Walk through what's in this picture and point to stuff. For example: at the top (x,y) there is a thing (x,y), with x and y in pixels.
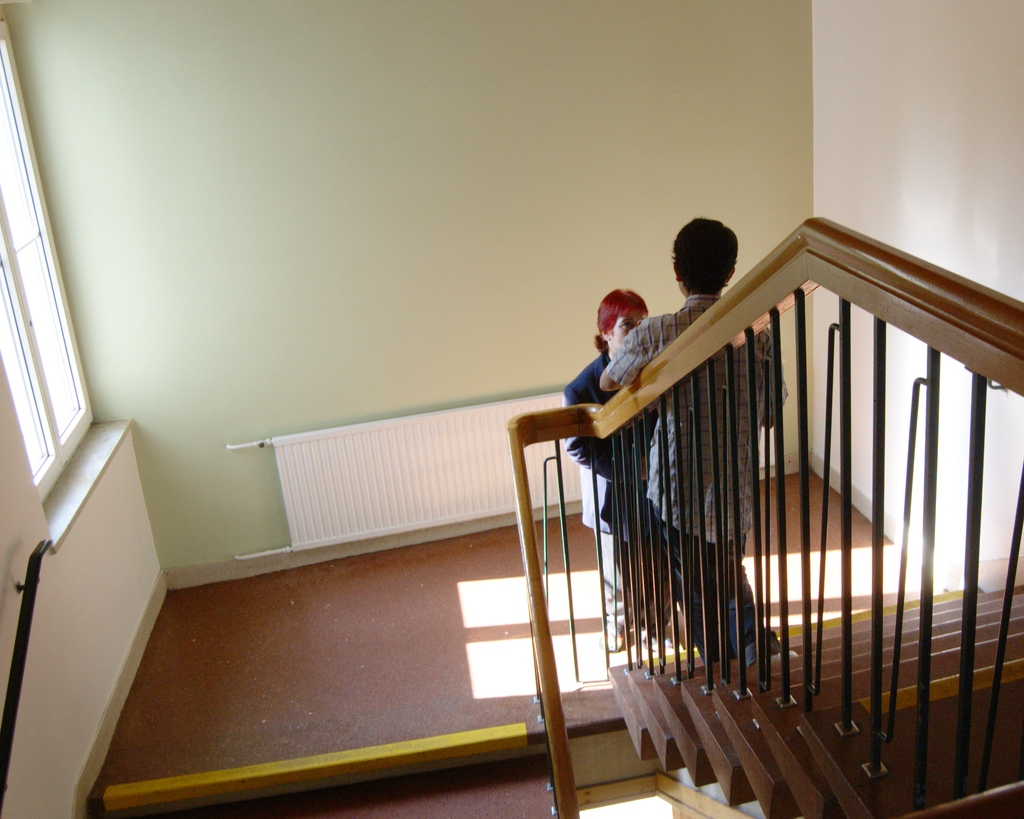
There are two persons (745,451) standing on the stairs (687,676) as we can see at the bottom of this image (668,590), and there is a wall (675,216) in the background (928,242). There is a window (34,367) on the left side of this image (34,372).
